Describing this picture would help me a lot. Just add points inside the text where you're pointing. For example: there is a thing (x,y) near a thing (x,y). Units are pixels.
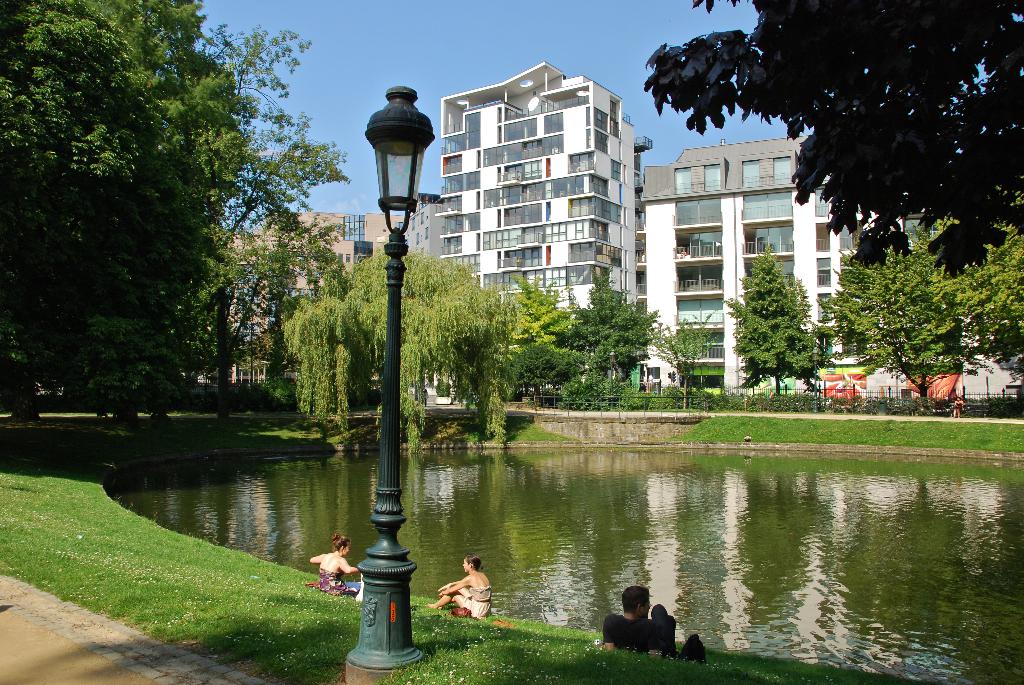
In this image I see number of buildings (528,265), trees (966,340) and I see a pole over here and I see the green grass (288,617) and I see 2 women (461,596) and a man (623,617) over here and I see the water (480,527) and I see the blue sky (574,55) in the background (338,114).
